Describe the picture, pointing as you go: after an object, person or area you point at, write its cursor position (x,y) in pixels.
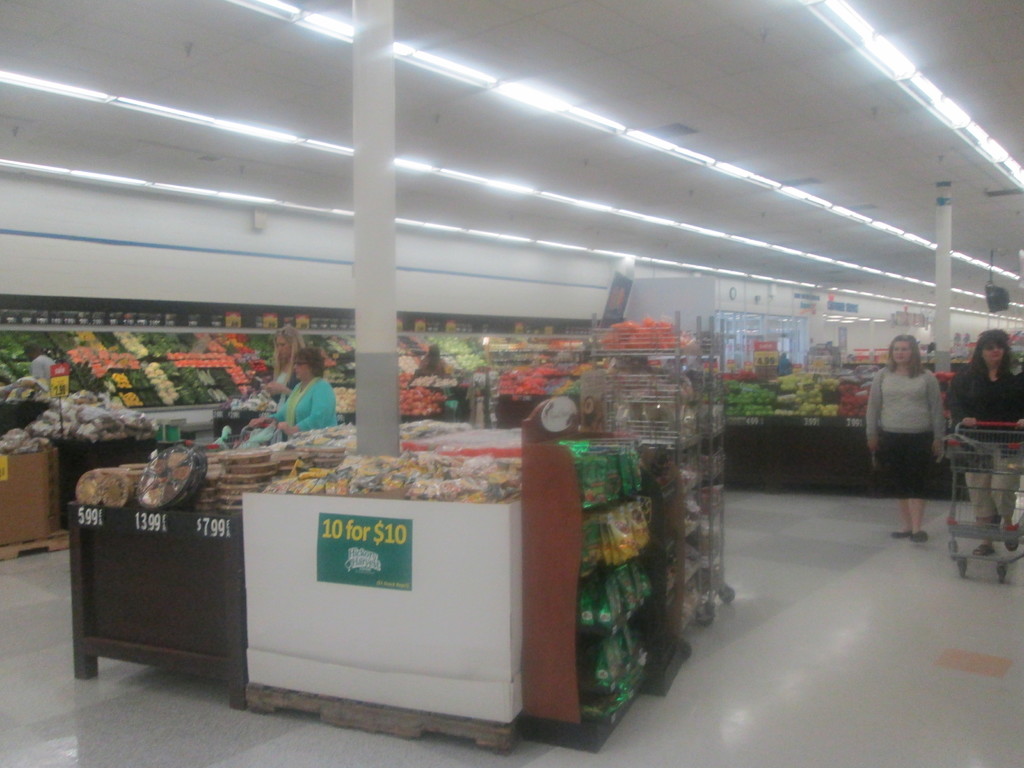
In this image I can see a inner part of the supermarket (596,432). I can see food items (364,483) around. I can see a person (995,343) is holding trolley (979,442). Top I can see lights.
